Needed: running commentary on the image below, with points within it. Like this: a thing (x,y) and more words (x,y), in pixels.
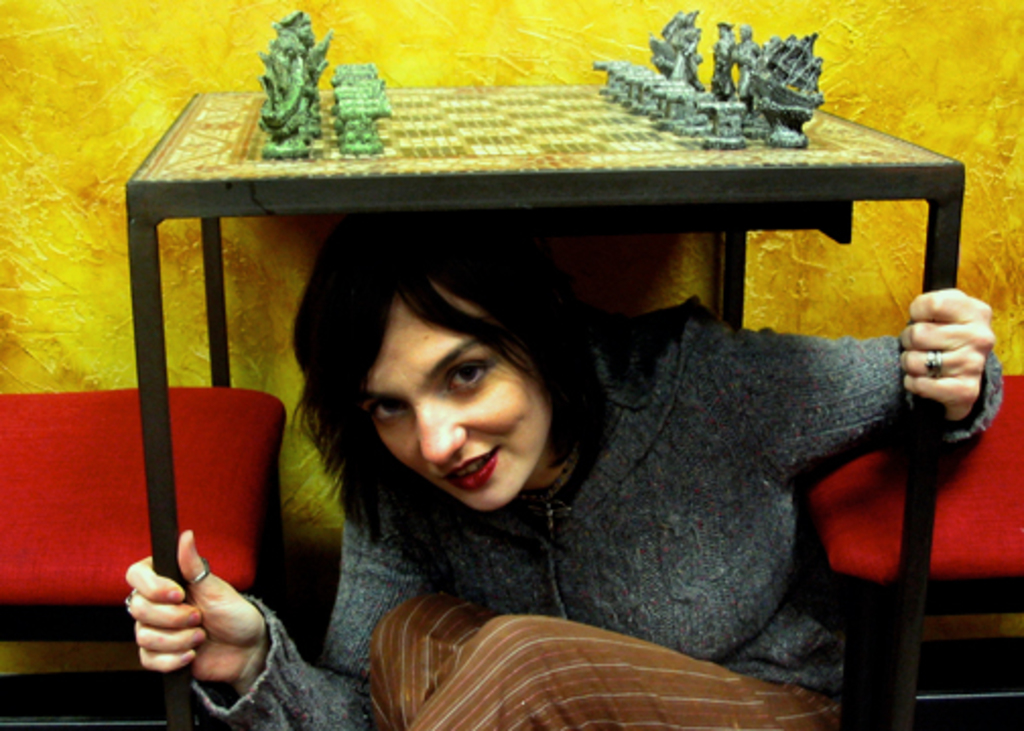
In this picture there is a woman (596,438) wearing a grey top (645,507) is sitting under the table (527,165). There are idols (347,99) on the table (405,200). There is a chair (76,483).
